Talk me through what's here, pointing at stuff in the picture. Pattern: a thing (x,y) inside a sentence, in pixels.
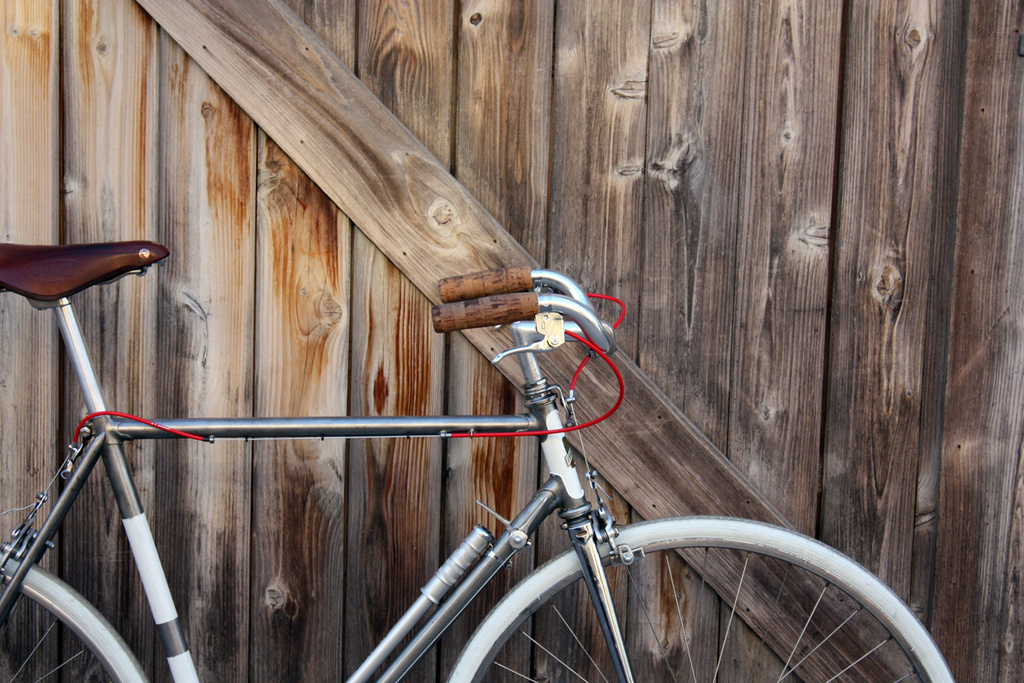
In this picture we can see bicycle (542,420), behind this cycle (110,258) we can see wooden wall (483,118).
